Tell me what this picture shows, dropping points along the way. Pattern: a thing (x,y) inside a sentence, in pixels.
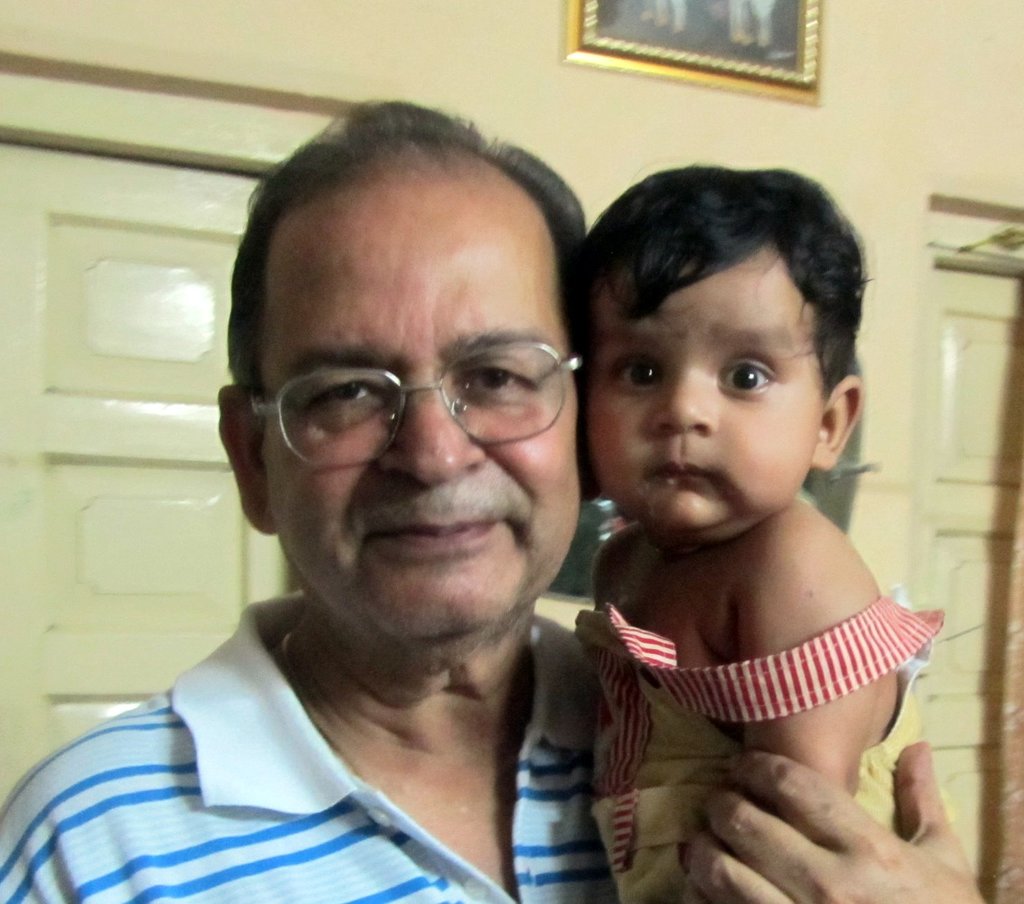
In the picture there is a man (386,856) and a baby (690,675) present, behind them there is a wall (172,14), on the wall (945,229) there are doors (964,461) and there may be a frame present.
